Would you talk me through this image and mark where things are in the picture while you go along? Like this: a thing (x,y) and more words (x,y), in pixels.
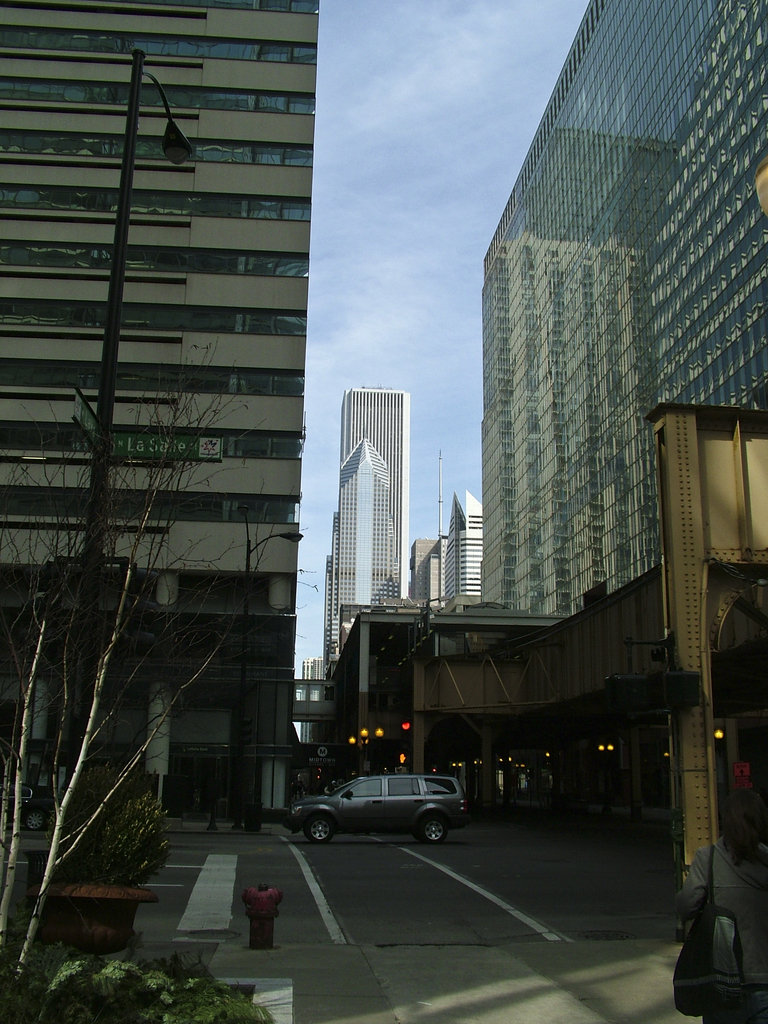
This image is taken outdoors. At the top of the image (380,135) there is a sky (388,272) with clouds (418,261). At the bottom of the image (432,934) there is a road (449,872). In the middle of the image (281,667) there are a few buildings (488,587). There are a few street lights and a car (355,805) is on the road (480,874). On the left side of the image (185,629) there is a tree (100,806) and there are two plants (100,882) in the pots (107,923) and there is a hydrant (244,892). On the right side of the image (756,912) there is a person (699,871).
